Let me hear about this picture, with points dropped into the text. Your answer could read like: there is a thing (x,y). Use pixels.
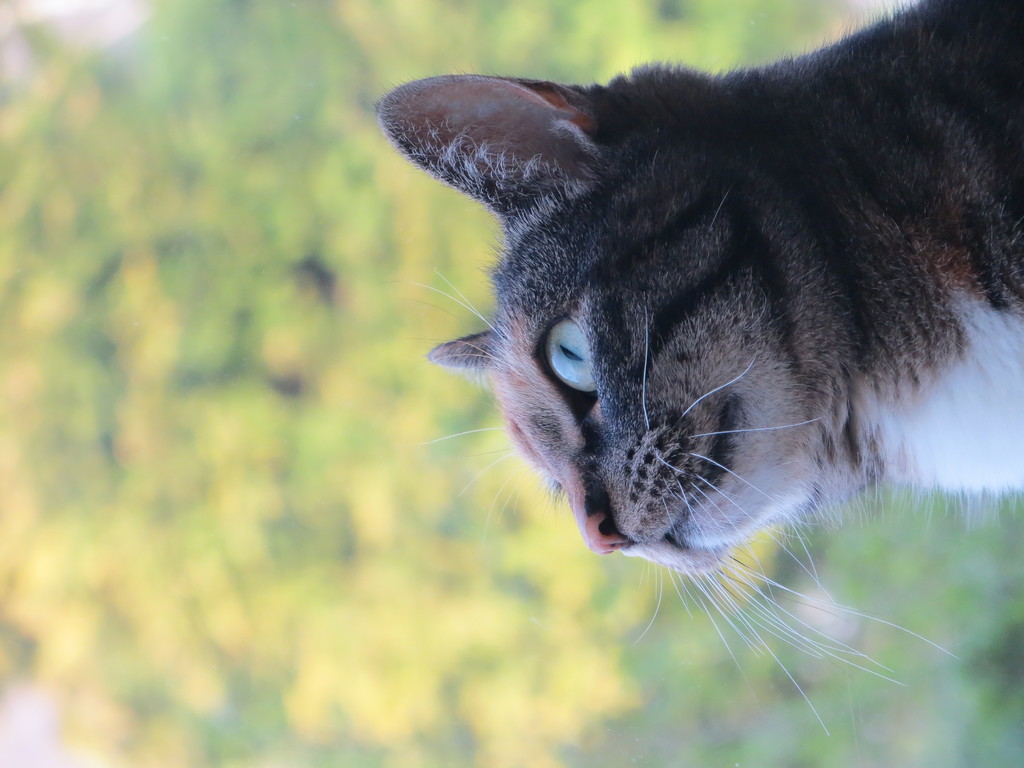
In this image we can see a cat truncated and the background (186,154) is blurred.
